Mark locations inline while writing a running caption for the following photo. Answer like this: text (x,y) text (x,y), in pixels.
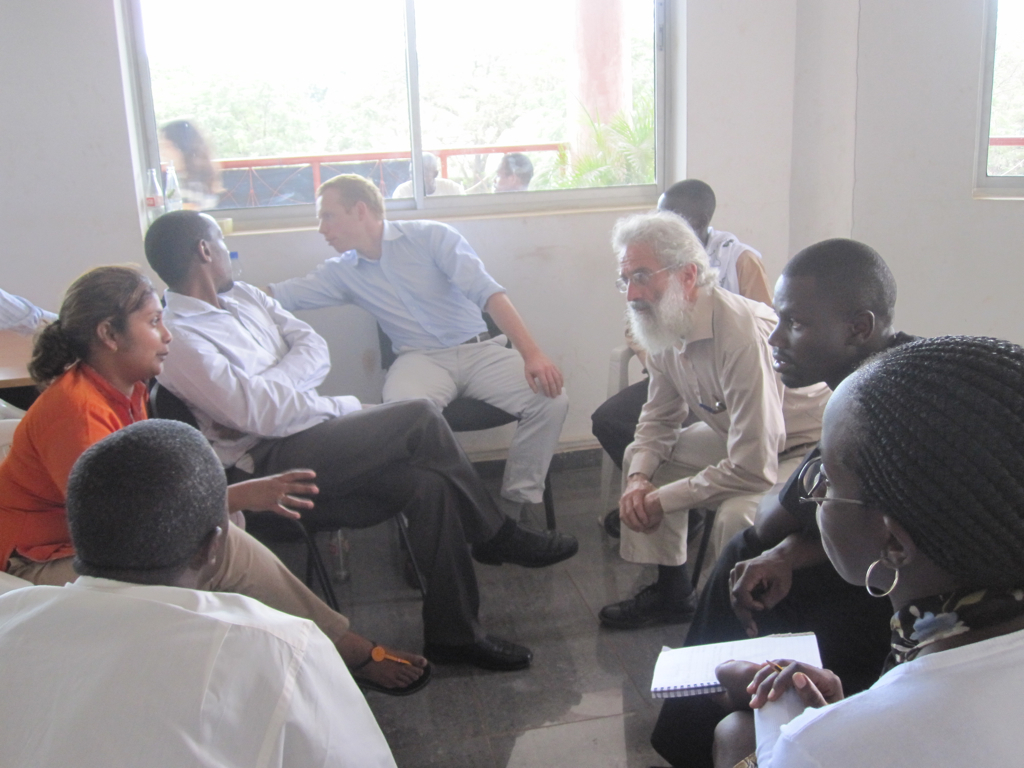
In this image I can see there are group of persons (410,308) sitting on chair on the floor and there is the wall (61,139), there is a window (562,109), through window (138,80) I can see persons (213,172), trees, fence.
